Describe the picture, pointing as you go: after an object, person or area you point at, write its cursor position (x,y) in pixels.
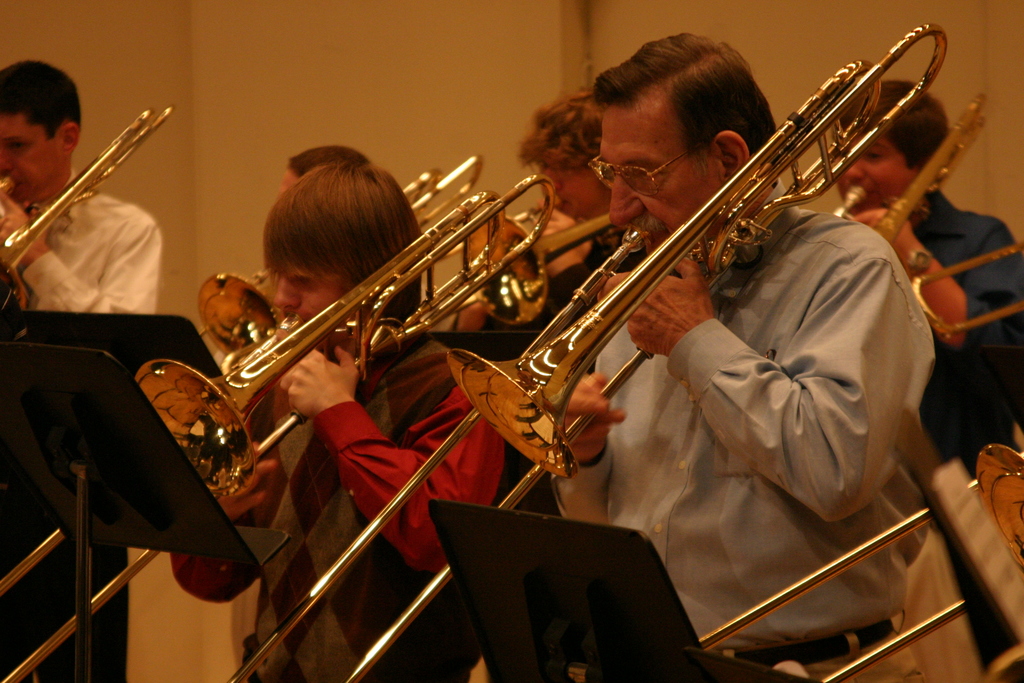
There are people (932,420) standing and playing musical instruments (546,415) and we can see stands (286,534). Background (257,93) we can see wall (247,85).
